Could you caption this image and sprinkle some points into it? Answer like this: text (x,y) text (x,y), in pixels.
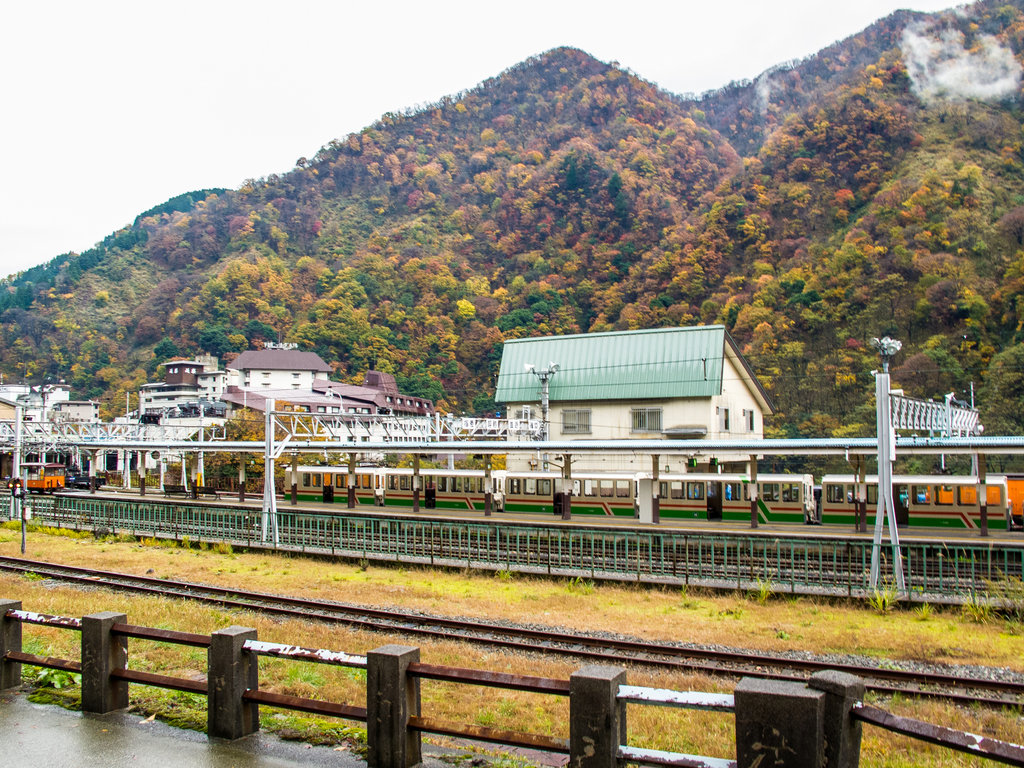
In this image there is a train (432,503) on the track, in front of the train (388,486) there is a railing (625,539) and another track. In the foreground of the image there is a fencing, above the train (401,490) there is a metal structure (531,434), behind the train (438,477) there are buildings (376,401). In the background (382,199) there are mountains (544,179), trees (401,204) and a sky (170,91).
